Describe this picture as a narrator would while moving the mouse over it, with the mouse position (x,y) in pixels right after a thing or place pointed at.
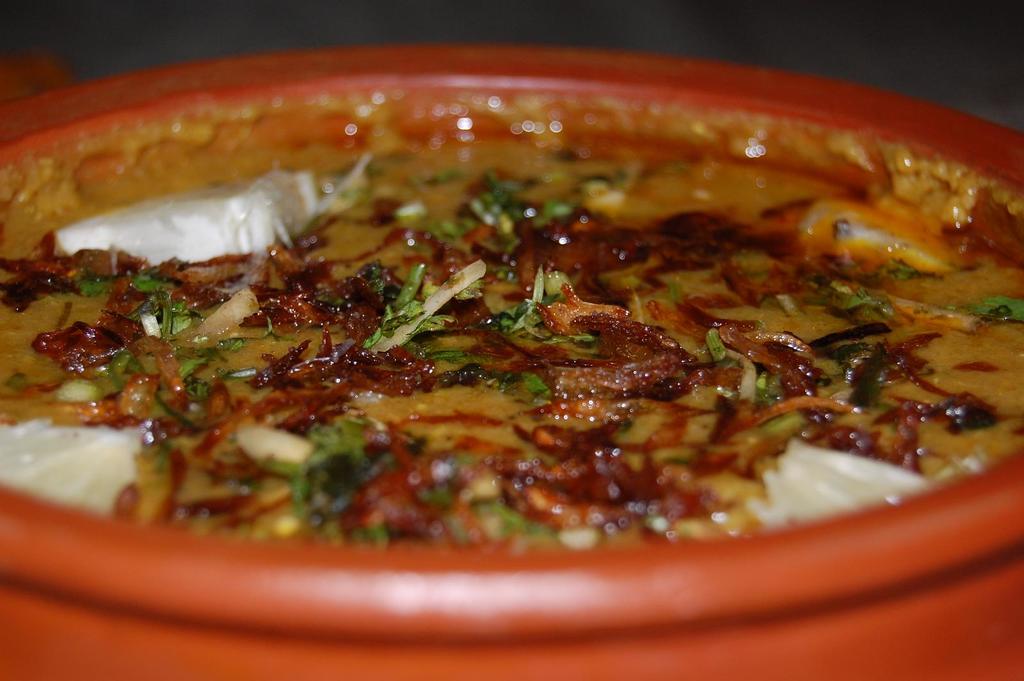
In this image we can see a food item (457,381) in the bowl (66,128), and the background (553,31) is blurred.
